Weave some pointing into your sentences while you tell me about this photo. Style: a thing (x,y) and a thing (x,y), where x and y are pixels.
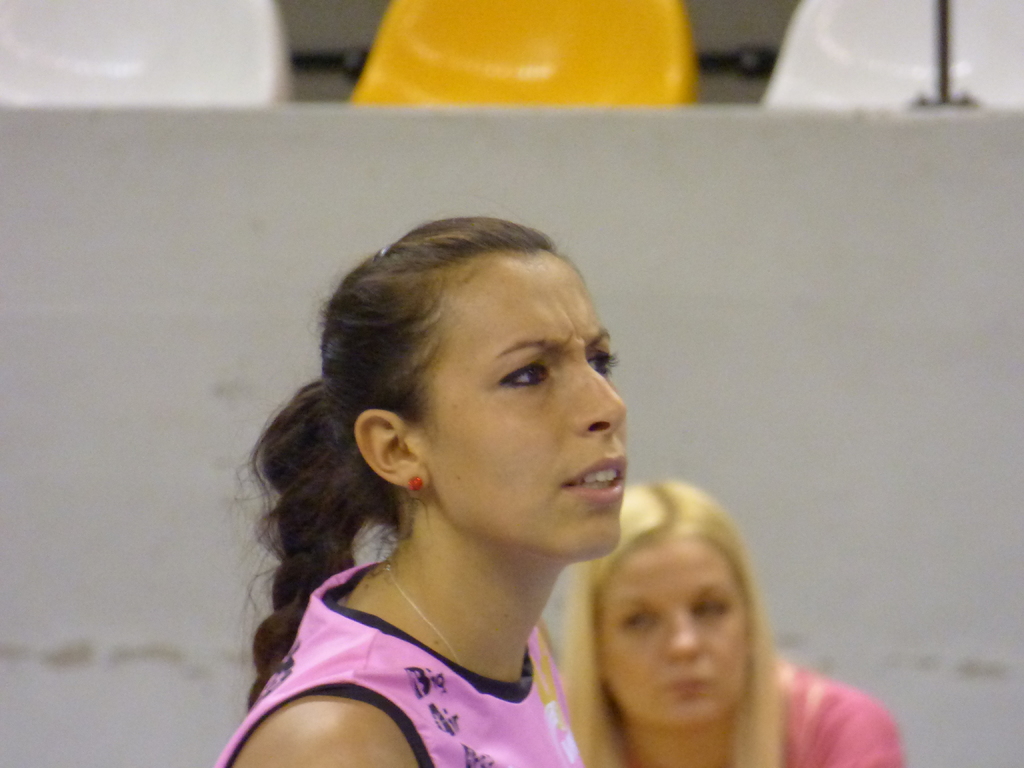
This image is taken indoors. In the background (405,86) there are a few empty chairs (405,86) and there is a wall (235,276). At the bottom of the image (531,623) there are two women (600,629).
